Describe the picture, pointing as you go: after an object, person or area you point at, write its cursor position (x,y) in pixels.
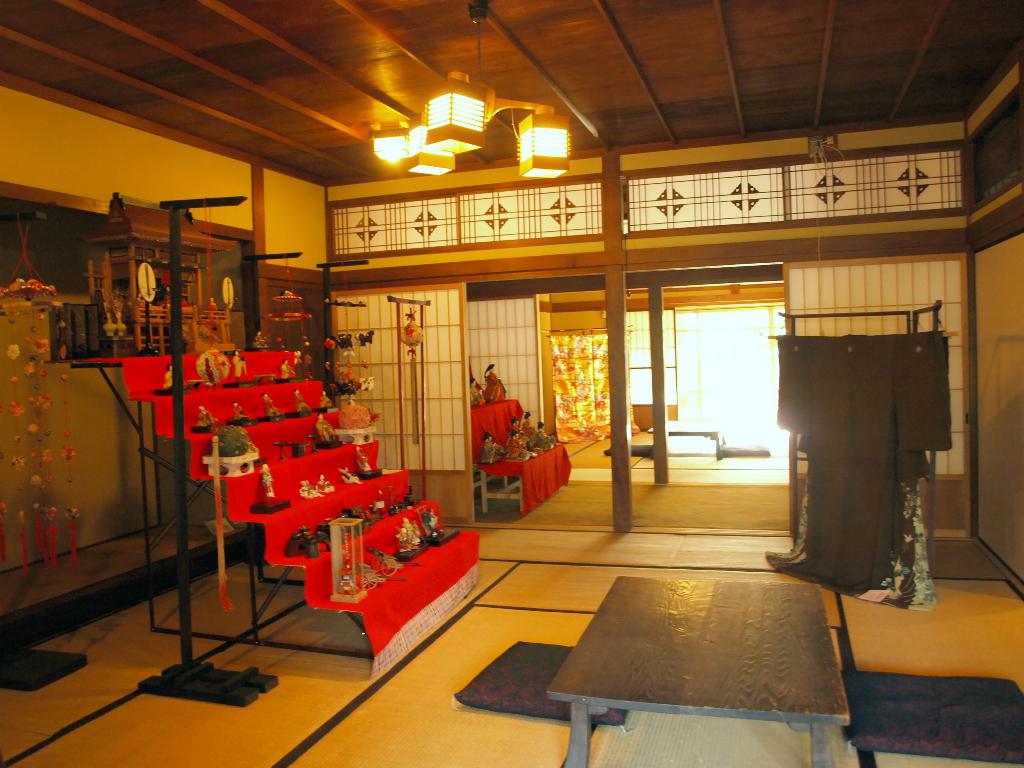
In this picture I can see inside view of building (425,349), at the top (540,102) there is a chandelier (530,119) attached to the roof (842,105), in the middle (391,499) there is a table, stair case (159,401), pole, and a curtain (578,370), stand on which there is a cloth (812,358) and there are some gift items (411,537) kept on staircase (388,531).
